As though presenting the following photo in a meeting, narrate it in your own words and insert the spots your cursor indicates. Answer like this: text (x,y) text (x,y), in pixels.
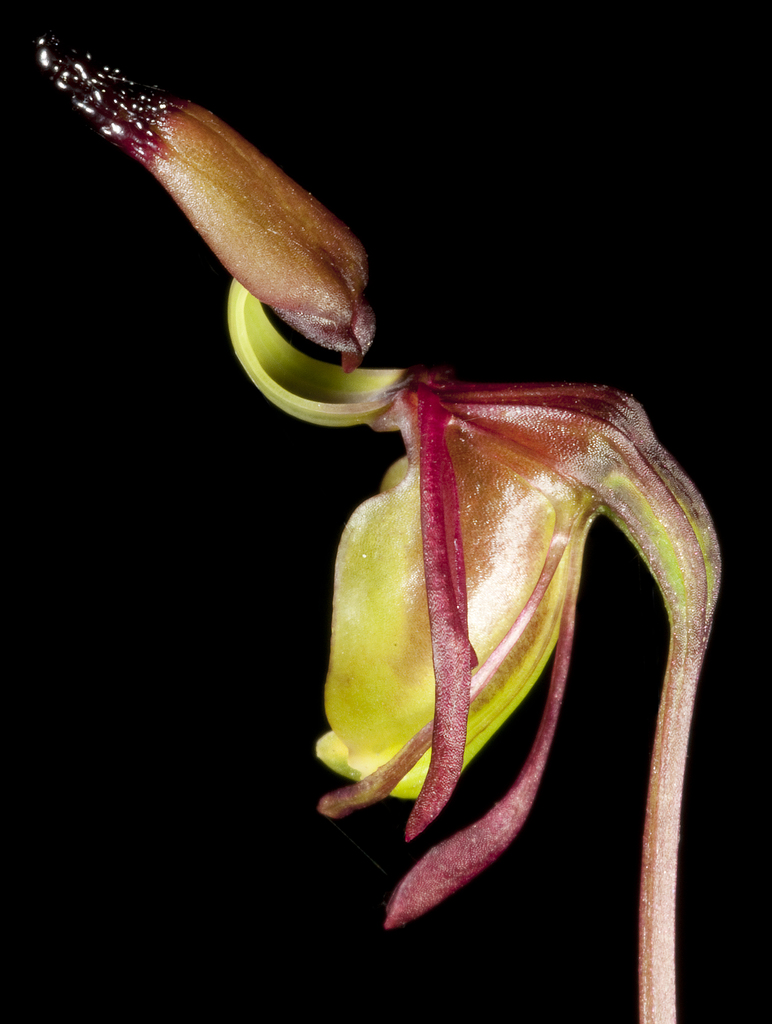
In the center of the image (401,478) we can see flower (508,667).
